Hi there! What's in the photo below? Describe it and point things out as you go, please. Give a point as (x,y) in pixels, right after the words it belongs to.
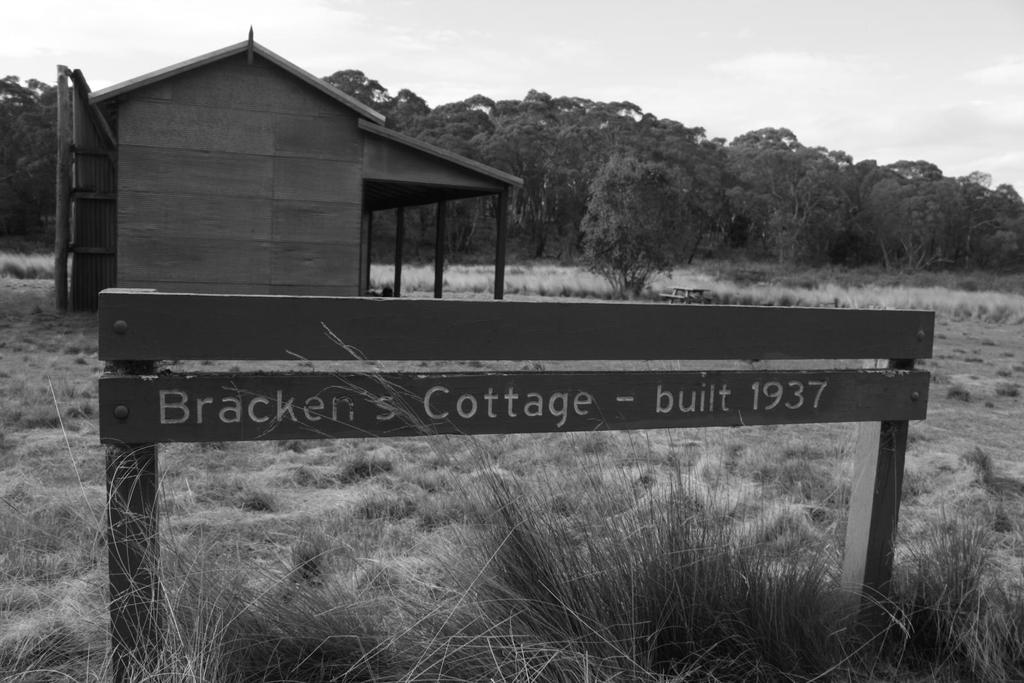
There is a hurdle (519,348) in the foreground area of the image (476,362), there are trees (544,202), grassland (615,299), house structure (287,106) and the sky (58,24) in the background (277,125).
